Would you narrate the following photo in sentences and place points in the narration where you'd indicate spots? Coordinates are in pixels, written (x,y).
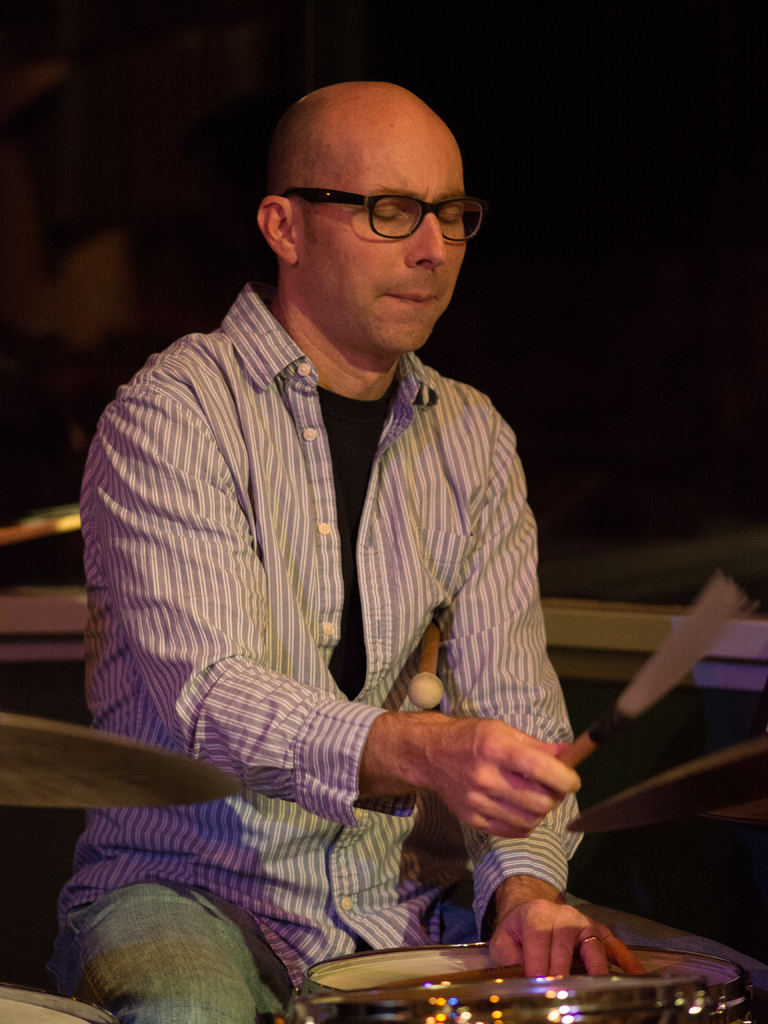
This image consists of a man (364,628), who is playing drums (661,969) with sticks (624,711). He is wearing a shirt (326,653). He also has specs (401,229). There are musical instruments (65,792) in front of him.
